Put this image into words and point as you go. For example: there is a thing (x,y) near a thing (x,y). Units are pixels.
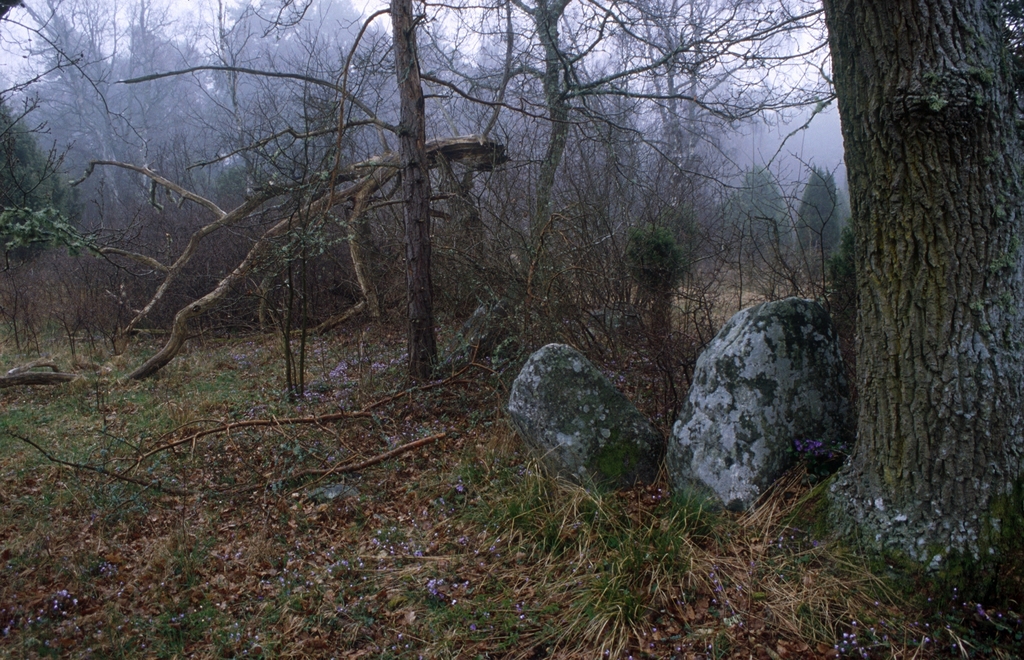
At the bottom of the picture (266,540), we see grass (293,574) and rocks (691,400). There are many trees (431,147) in the background (415,129). This picture might be clicked in the forest (283,489).
